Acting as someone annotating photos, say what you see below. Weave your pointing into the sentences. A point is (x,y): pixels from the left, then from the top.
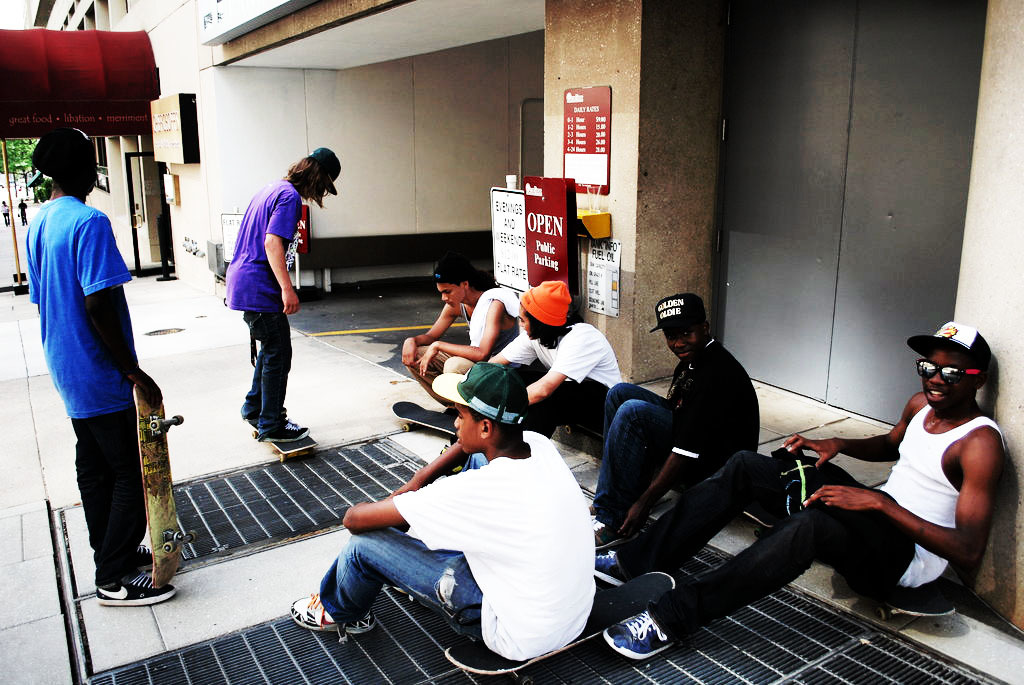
In this picture we can see five persons (821,541) are sitting and two persons (268,325) are standing, a person (138,364) on the left side (145,435) is holding a skateboard (152,452), in the background (337,278) there is a building (204,61), we can see some boards (554,213) on the right side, there is some text (538,217) on these boards (544,239), we can also see a tree (23,145) in the background (18,156).
